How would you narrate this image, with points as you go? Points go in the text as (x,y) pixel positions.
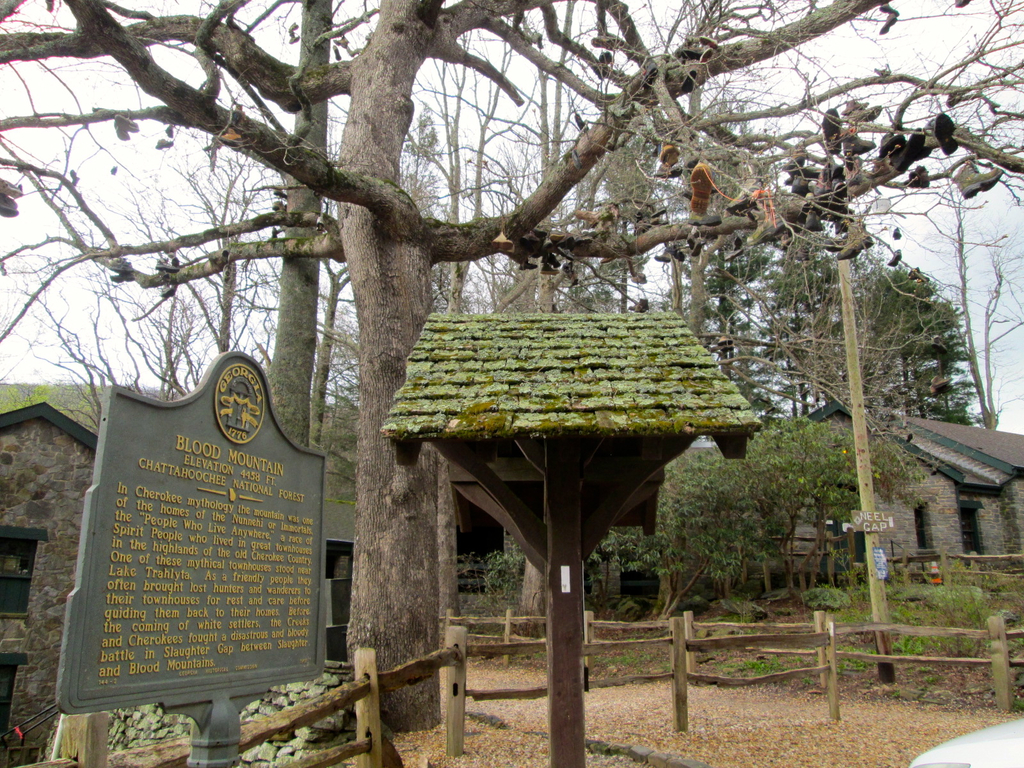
In this image, I can see the trees (743,513). At the center of the image (671,341), It looks like a shelter (581,472). At the bottom of the image (455,666), I can see the wooden fence (723,679) and plants (971,598). I can see the shoes (714,223), which are hanging to the trees (676,202). On the left side of the image (291,552), that looks like a board (304,492) with the letters (203,552) written on it. In the background (926,517), I think these are the houses (486,542).
